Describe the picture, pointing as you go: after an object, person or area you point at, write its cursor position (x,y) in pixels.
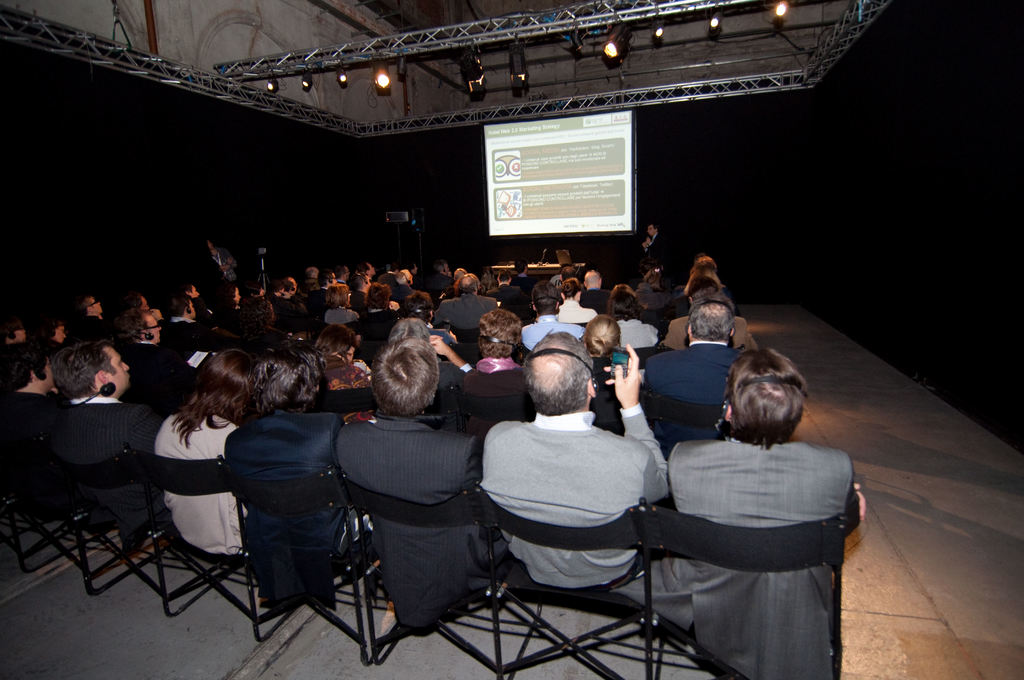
This is a picture where we have some group of people (389,312) sitting on the chairs (99,479) in front of a screen (523,135).
